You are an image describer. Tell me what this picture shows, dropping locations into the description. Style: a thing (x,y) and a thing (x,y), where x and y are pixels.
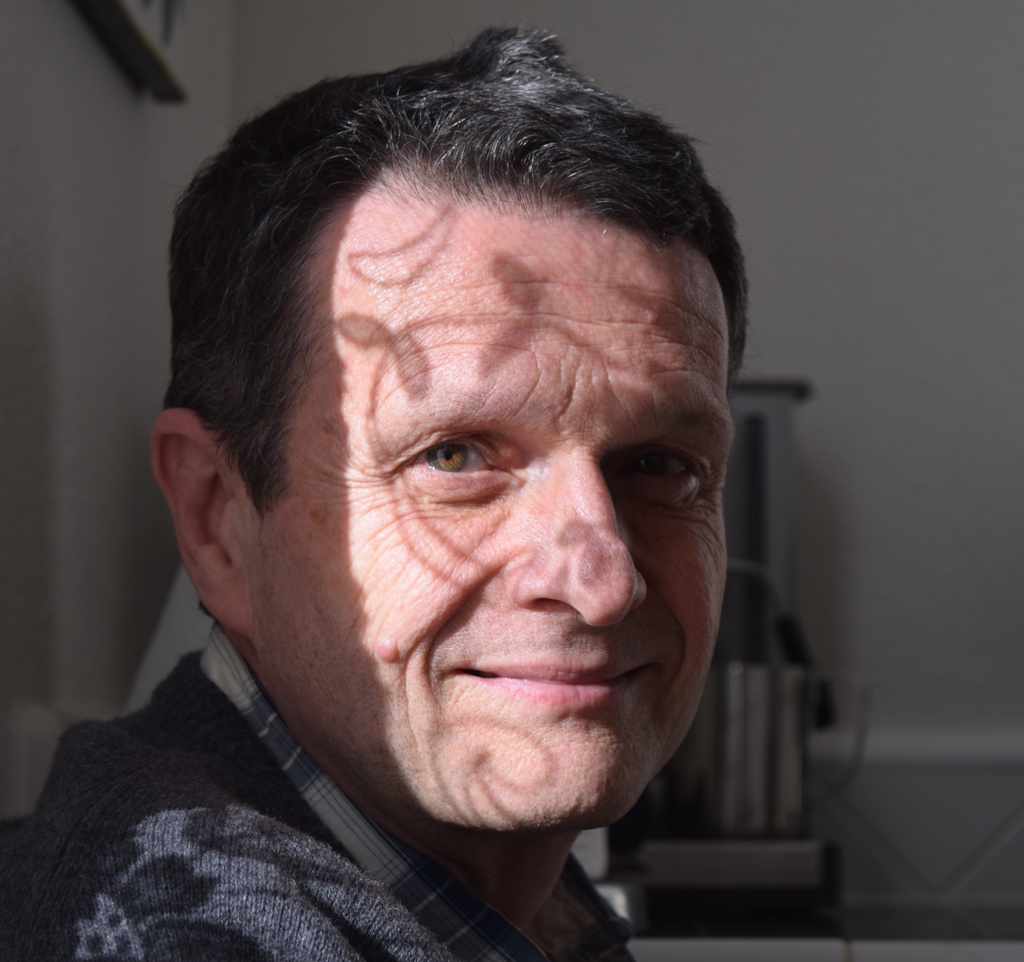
In the center of the image (436,395) we can see a man (461,570) is wearing sweater (176,900) and smiling. In the background of the image (996,114) we can see the wall (1004,449) and object (766,797). In the top left corner (175,65) we can see a board (182,82).
